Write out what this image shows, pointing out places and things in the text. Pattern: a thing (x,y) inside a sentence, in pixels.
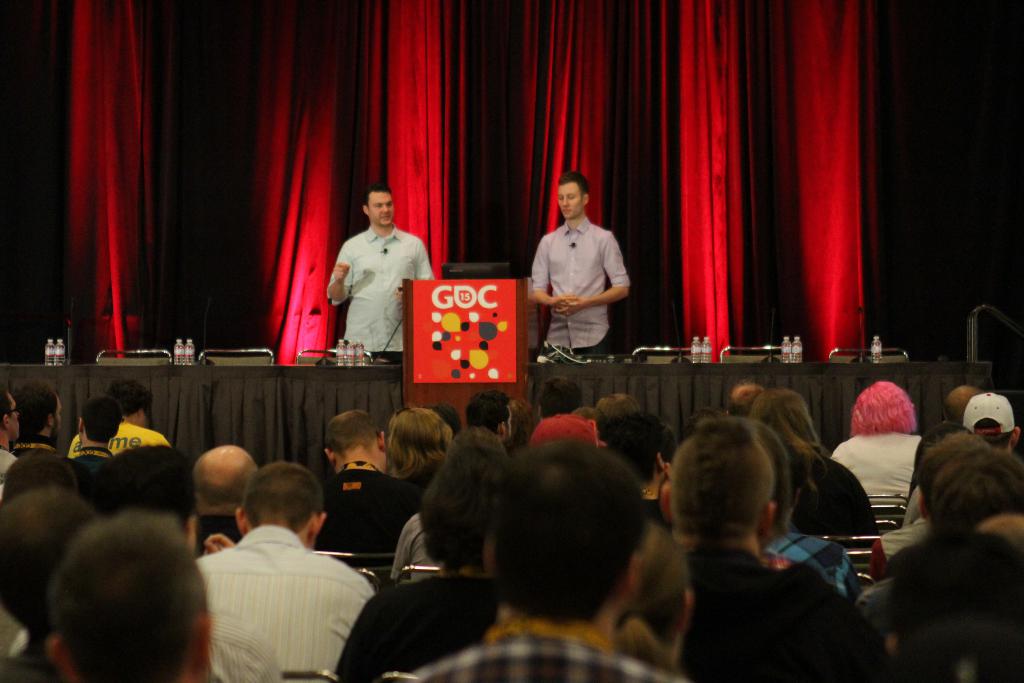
In this image I can see there are two persons (594,244) standing in front of the dais (80,388) and on the dais (172,400) I can see bottles (60,341) and cloths (231,380), in the background (210,234) I can see a red color curtain (742,150), in the foreground (189,489) I can see there are so many persons (297,575) sitting on the chair (413,567).
